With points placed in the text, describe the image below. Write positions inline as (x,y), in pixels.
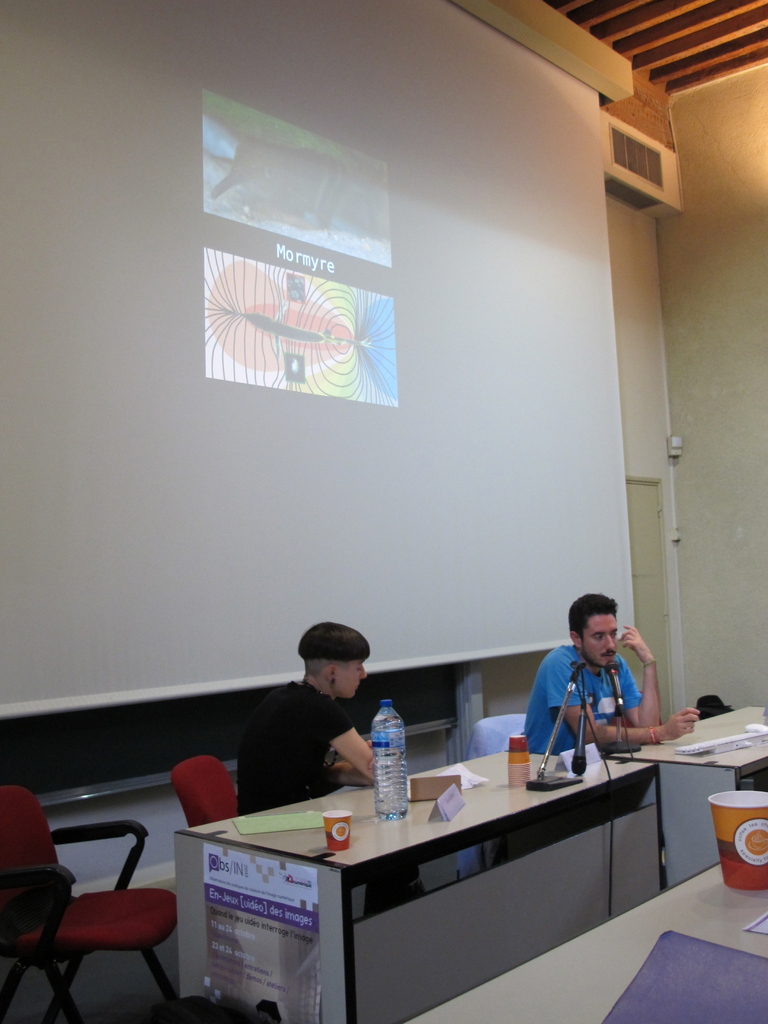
In this picture, there are two people (588,631) sitting on the chair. Two tables (423,802) placed in front of them. There is even a water bottle (399,771) in front of them. There is a poster (245,888) at the left side of the table (280,920). There is a unoccupied chair (124,917) on the left side of the image (62,892). In the background (371,361) there is image (364,211) displaying Mormyre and a picture (378,368) beneath it. A door (648,524) is at the back of the image (644,527).
